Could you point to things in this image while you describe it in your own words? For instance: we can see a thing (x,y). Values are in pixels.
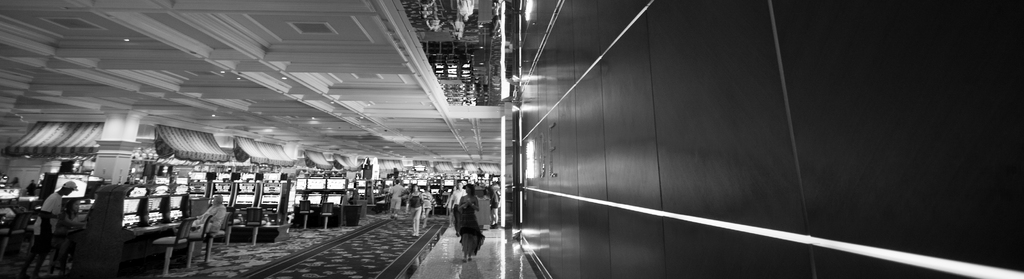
In this picture we can see some people (475,226) walking, on the left side (204,232) there are some chairs (184,232), we can see a person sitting on a chair (222,226), there is a person (46,230) standing here, it is a black and white picture, we can see slot machines (345,179) in the background (312,184), there is a wall (693,198) on the right side (732,201).
